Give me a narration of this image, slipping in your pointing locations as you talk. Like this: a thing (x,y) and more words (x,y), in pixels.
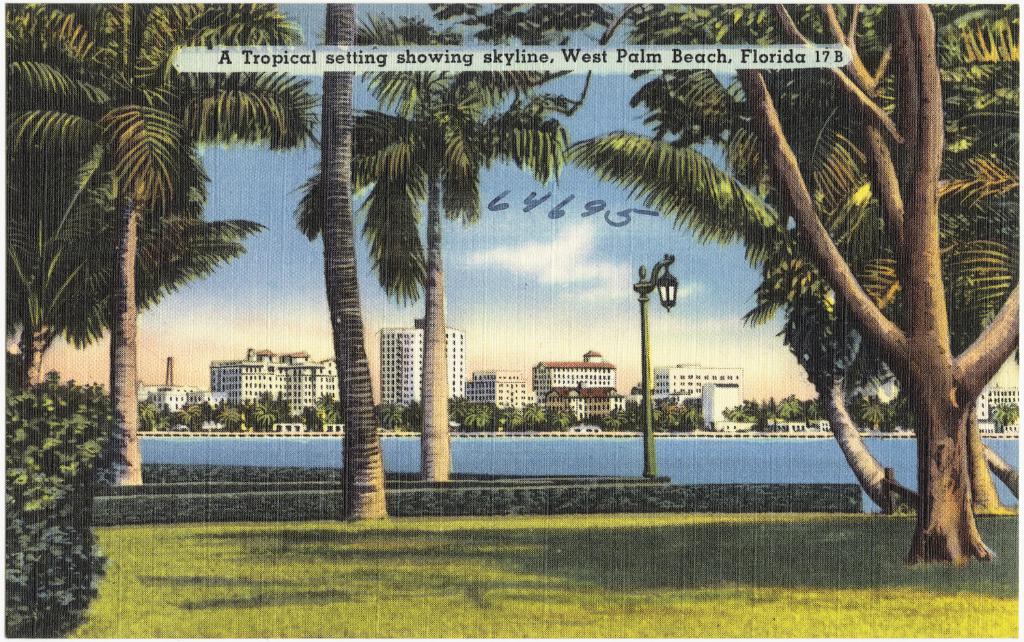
This image is a painting. In this image we can see light pole (669,285), trees (898,162), plants (30,512), grass (483,591), water (523,445), buildings (537,393), sky (558,282) and clouds (560,259).
